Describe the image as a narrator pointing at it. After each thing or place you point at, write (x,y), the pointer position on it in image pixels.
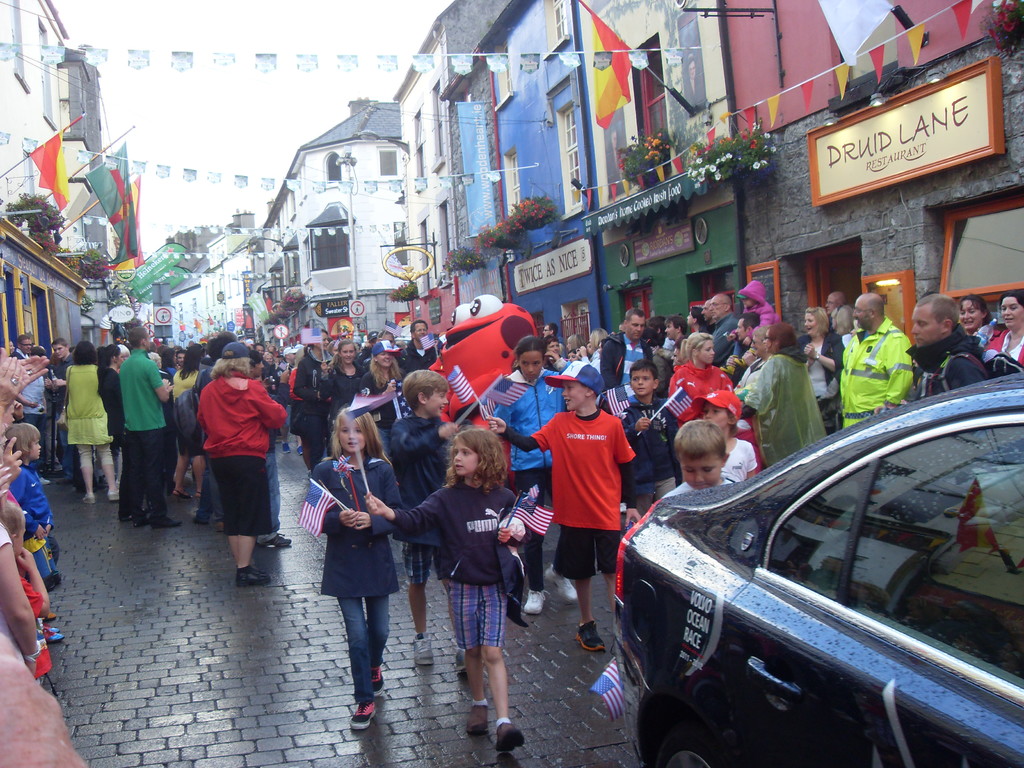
There is a crowd (348,426). Some are holding flags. Also there is a car (711,526). On the sides of the road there are buildings (452,204). On the buildings (387,218) there are flags (112,211), pots (470,248) with plants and name boards (614,209).
